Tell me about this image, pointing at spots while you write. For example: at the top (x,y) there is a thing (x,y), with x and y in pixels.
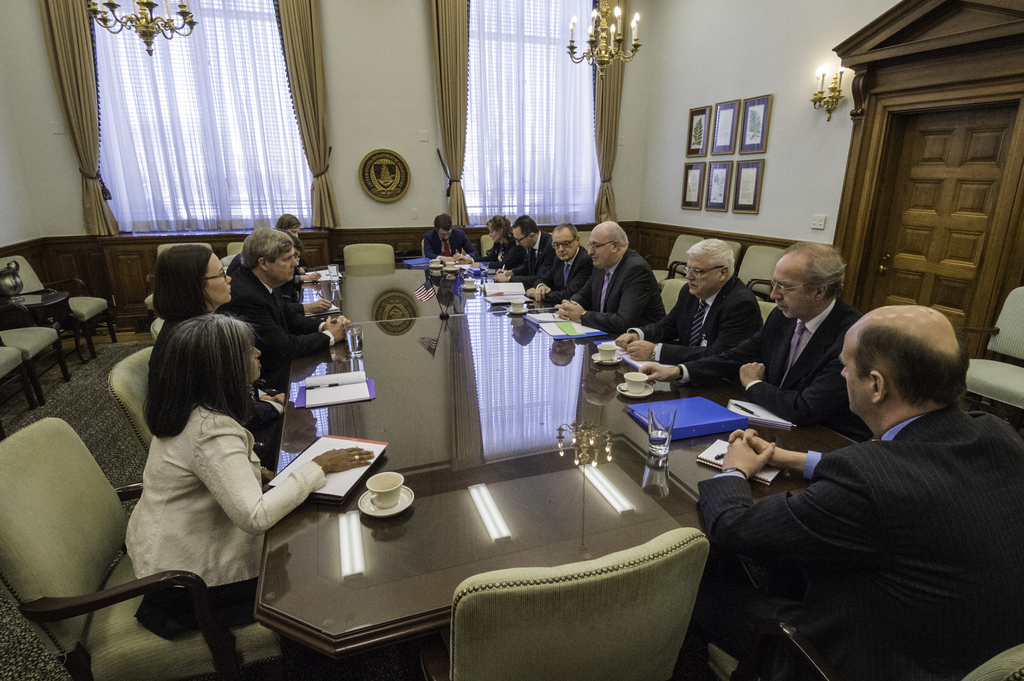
Persons (730,618) are sitting on the chair (663,278) and on the table (476,463) we have glass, saucer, cup (386,493), paper (344,478), file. here there two windows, curtains (604,149), photo frames (742,140), door (965,212).
